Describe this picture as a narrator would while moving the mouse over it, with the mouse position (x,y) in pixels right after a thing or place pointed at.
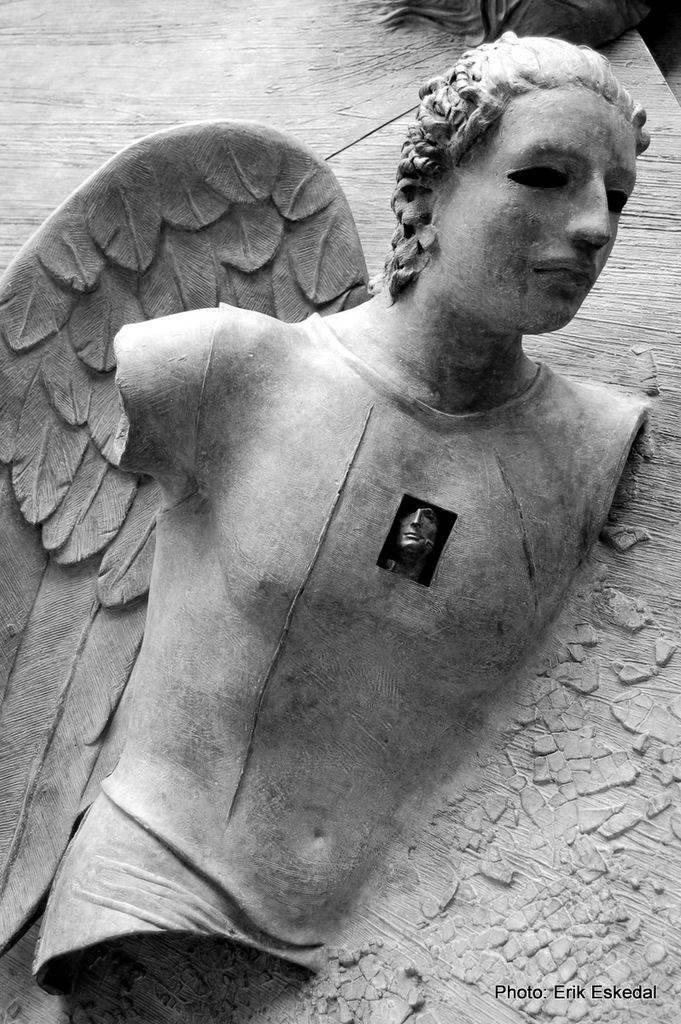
In this image I can see a sculpture (176,497) in the front (30,396) and I can see this image is black and white in colour. On the bottom right corner of this image (645,994) I can see a watermark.
